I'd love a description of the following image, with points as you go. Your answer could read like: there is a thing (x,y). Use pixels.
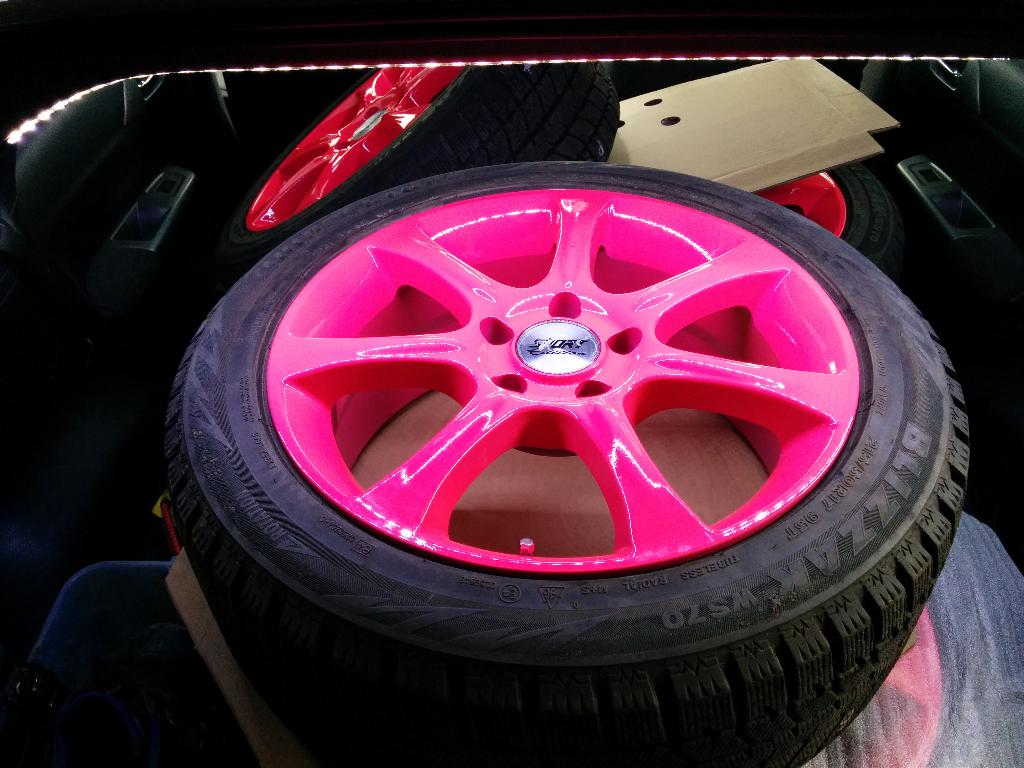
In this image we can see group of wheels (390,169) and a cardboard (819,130) placed inside a car (1022,282).
